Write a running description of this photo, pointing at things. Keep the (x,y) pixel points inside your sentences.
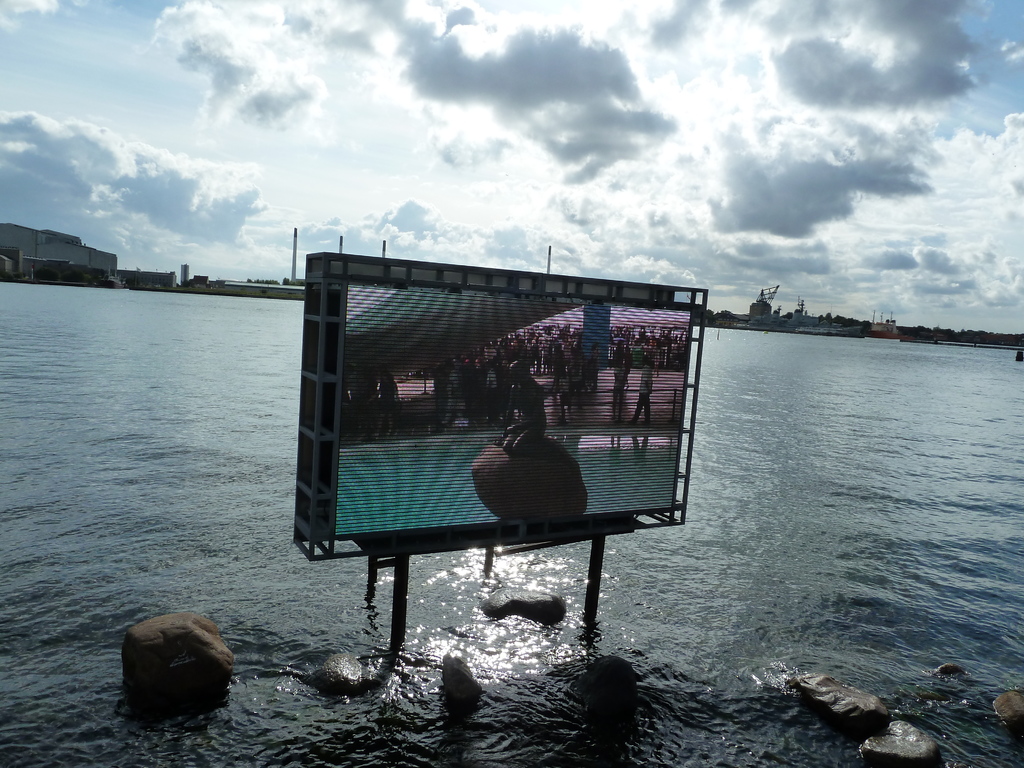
In the foreground of this image (410,460), there is a hoarding screen (424,421) in the water (572,600) and we can also see few rocks (182,656) in the water (885,595). In the background (822,307), there is water (35,300), buildings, towers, sky (130,84) and the cloud (637,75).
